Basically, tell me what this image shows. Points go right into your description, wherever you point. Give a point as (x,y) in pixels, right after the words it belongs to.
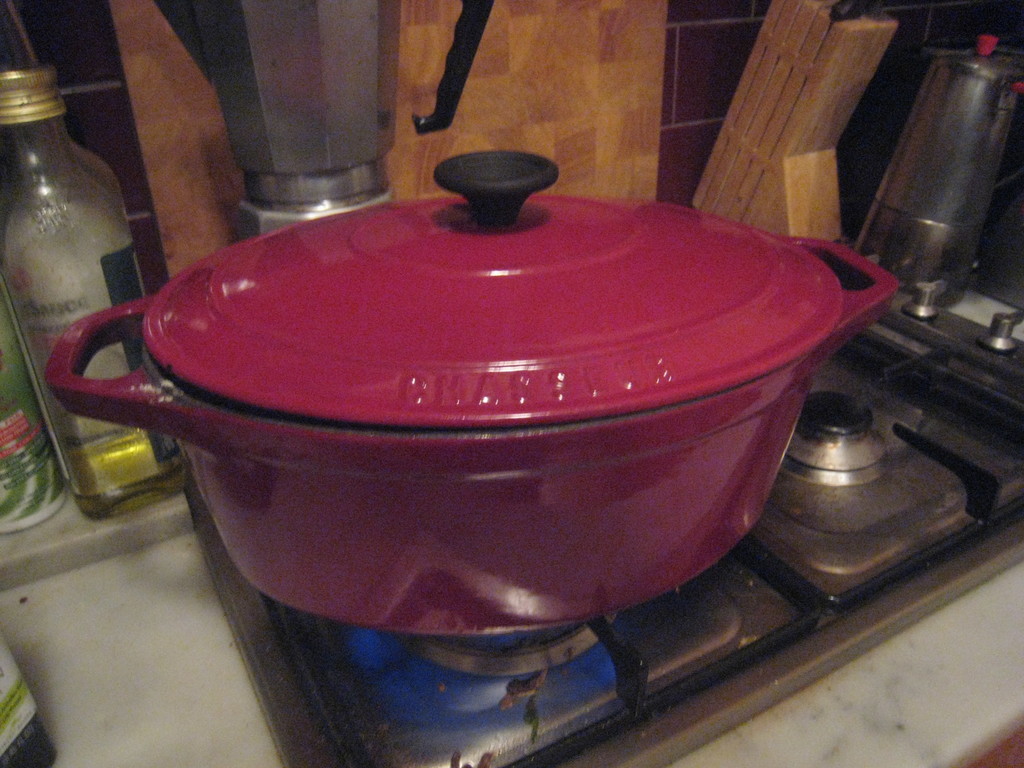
In this picture there is a maroon dish (500,371) on a gas stove (648,686). A bottle (103,270), mixer (288,51), wooden object (414,147), steel jug (967,176) is seen in the background (928,193).
